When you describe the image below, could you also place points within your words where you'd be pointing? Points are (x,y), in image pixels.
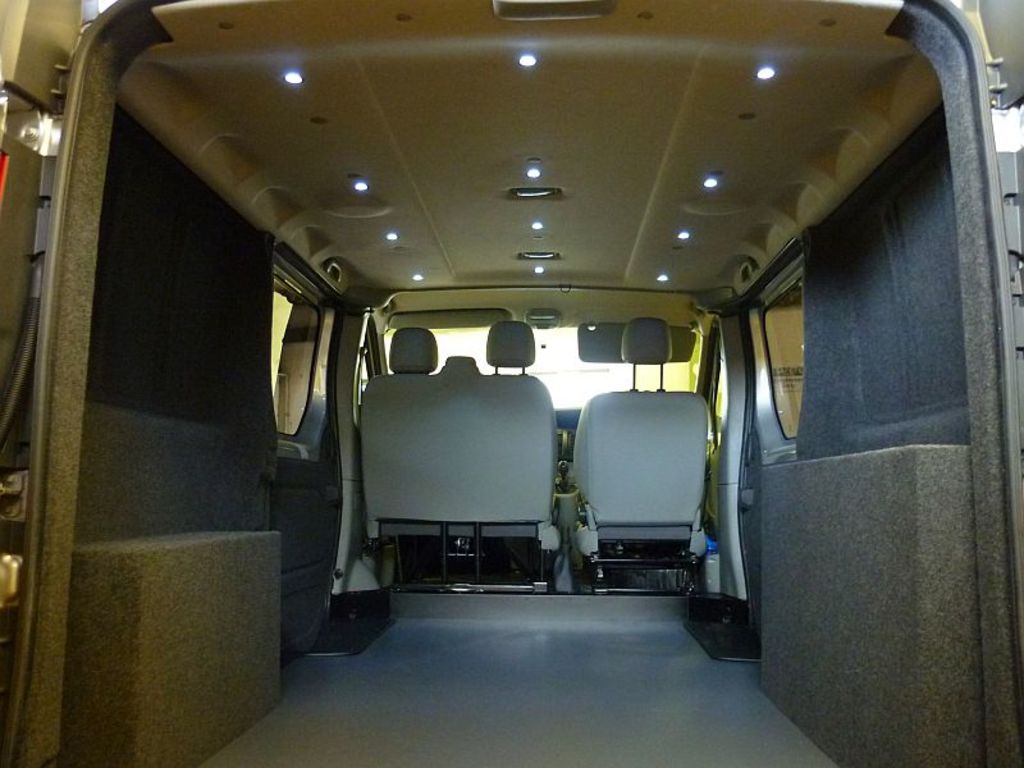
This image consists of a vehicle (543,336). In the front (663,461) there are seats (624,533) in white color. To the top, there are lights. It looks like a van (457,618).
